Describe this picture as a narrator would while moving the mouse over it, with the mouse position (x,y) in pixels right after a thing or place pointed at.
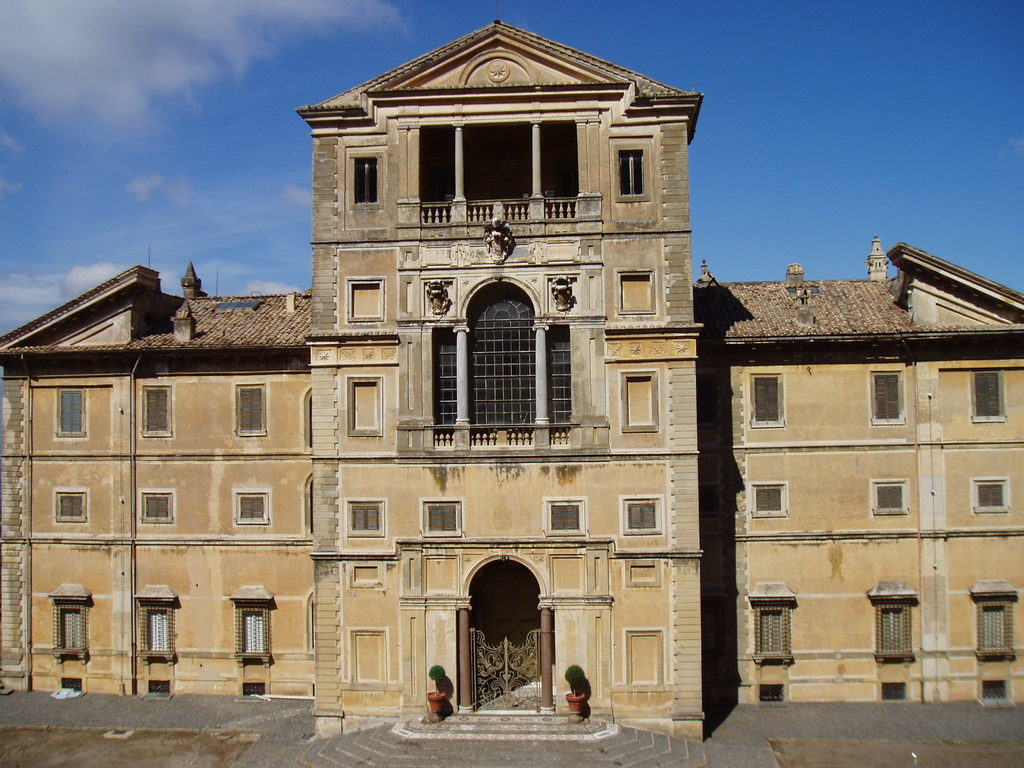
In this image we can see a building (552,445) with windows (555,393) and pillars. In front of the building (389,700). There is a pot (577,711) with plants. Also there are doors (506,668) for the building (560,661). In the background (809,120) there is sky (809,120) with clouds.
